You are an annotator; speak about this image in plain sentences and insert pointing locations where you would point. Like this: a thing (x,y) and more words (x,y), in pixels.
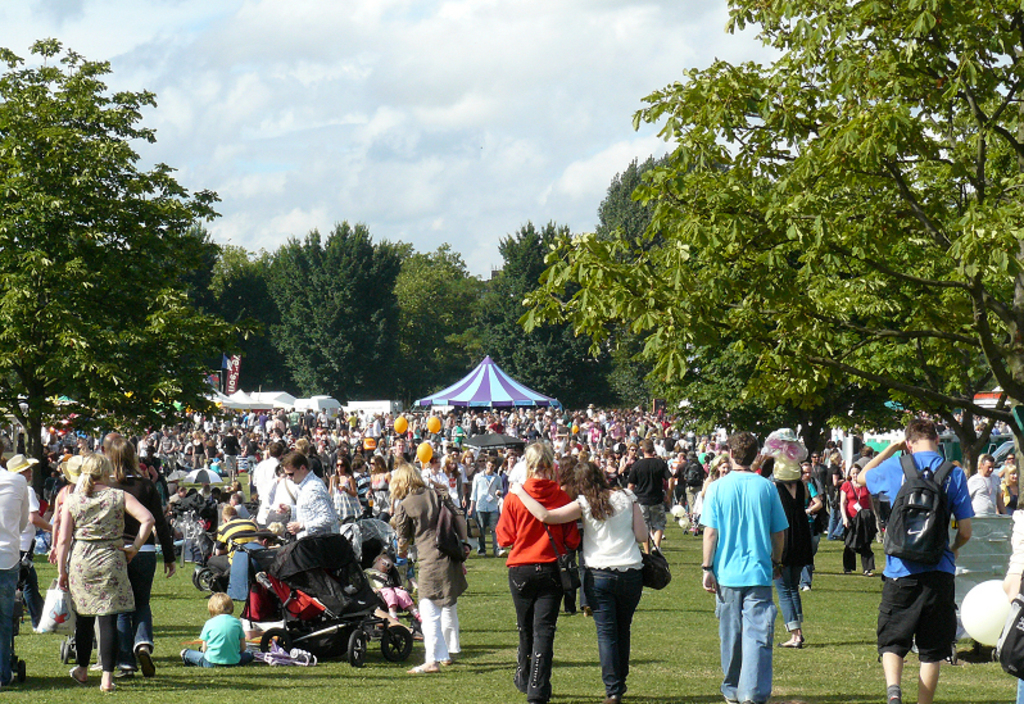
In this picture there are many people (152,509) walking in this ground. There were men (768,500) and women (399,486) in this picture. We can observe a tent (486,387) here. There are children (241,639). We can observe trees (447,305). In the background (495,147) there is a sky (386,93) with clouds (372,121).
